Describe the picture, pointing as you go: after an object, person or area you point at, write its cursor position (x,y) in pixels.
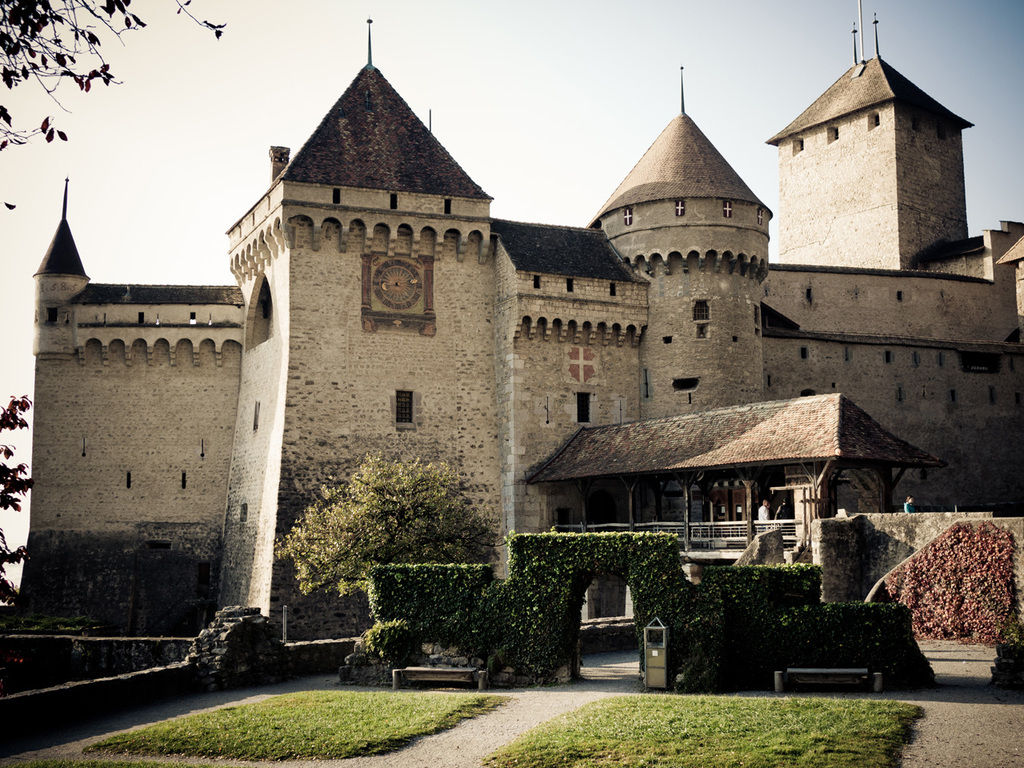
In the picture I can see a greenery ground (735,725), few plants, people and a building (782,334) and there are few trees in the left corner (8,482).
